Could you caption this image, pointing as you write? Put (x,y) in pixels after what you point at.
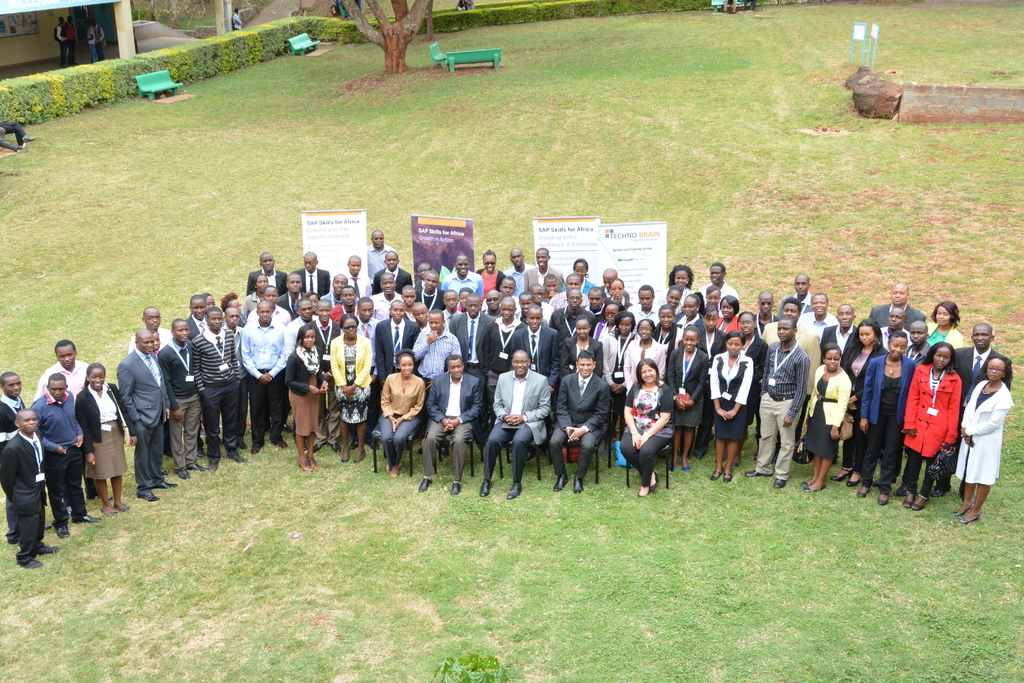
In the center of the image (516,351) we can see a few people (562,285) are standing and a few people (580,406) are sitting. And we can see they are in different costumes (270,406). In the background (440,142) there is a building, pillars (229,12), plants (352,22), grass (501,47), benches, banners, few people (24,146) and a few other objects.
